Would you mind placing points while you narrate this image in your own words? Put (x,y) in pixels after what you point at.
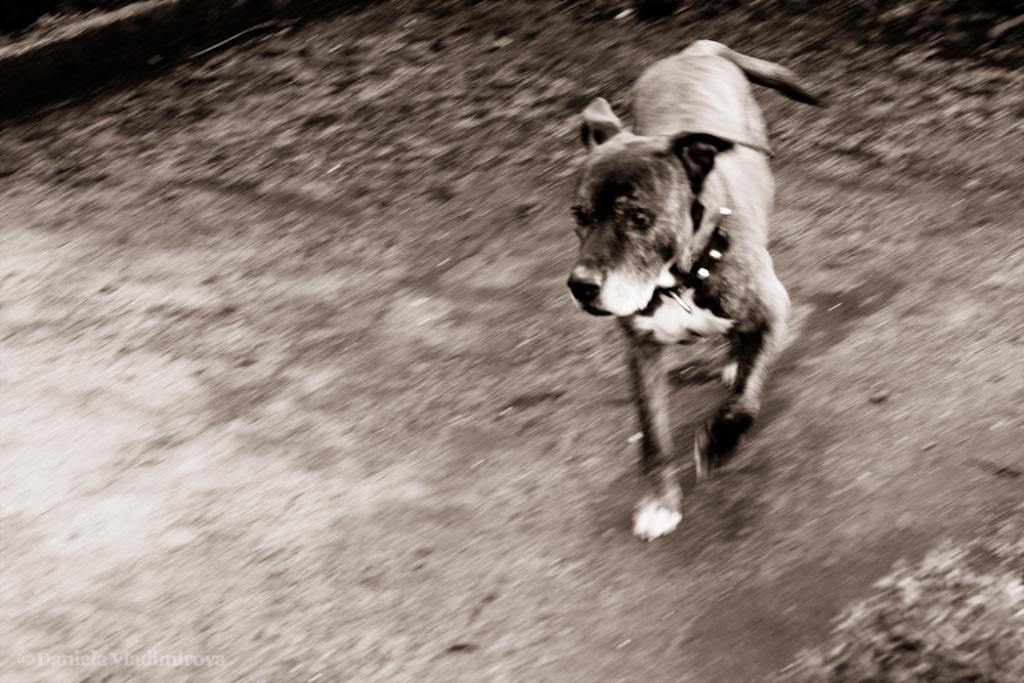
In this picture we can see a dog (681,87) running on the ground (374,474) and in the background (534,37) it is blurry.
